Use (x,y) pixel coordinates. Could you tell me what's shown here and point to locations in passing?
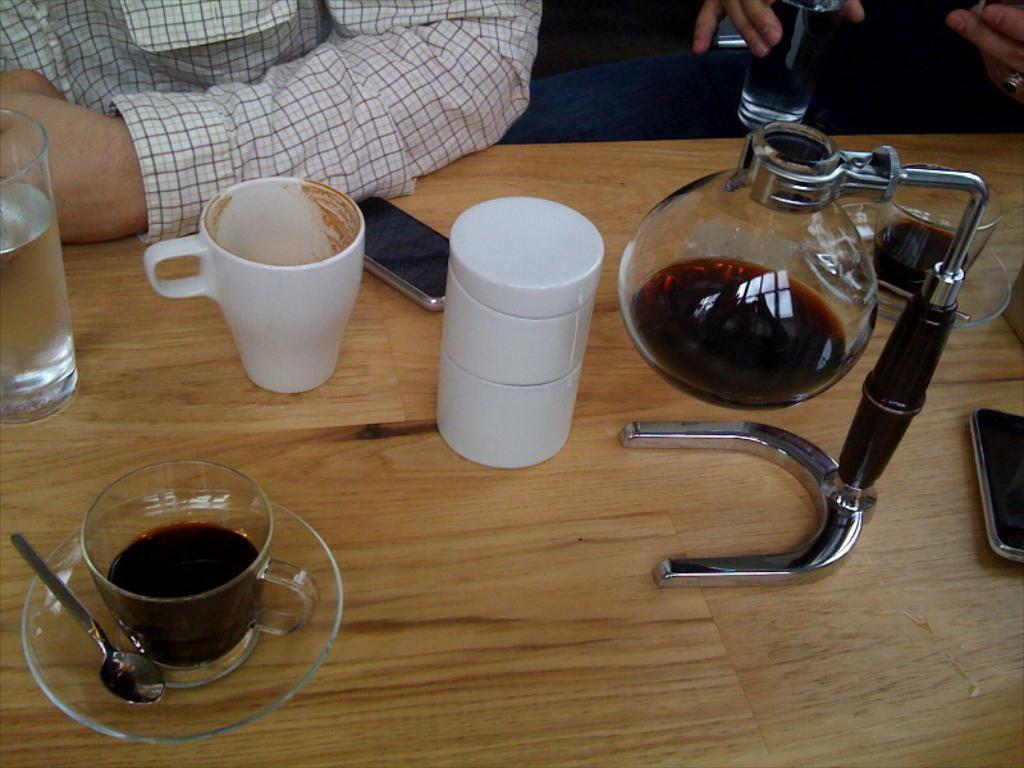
In this image we can see a person hand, cups (280,323), saucer (88,684), spoon (92,635), glass (10,331), kettle (699,356) and mobile phones (403,264) on wooden table (647,520).
